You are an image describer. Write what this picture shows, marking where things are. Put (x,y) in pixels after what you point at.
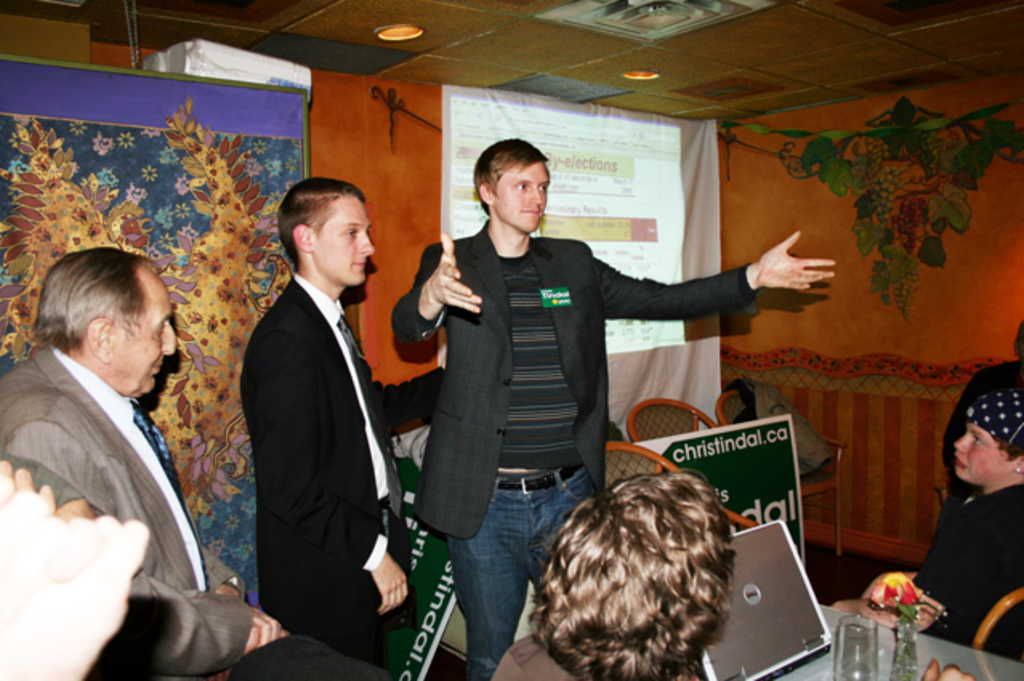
In this picture, we can see a few people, and we can see table (969,660) and some objects (805,633) on the table (834,619), like bottles (909,636), glass (876,634), and we can see chairs (738,514), posters (747,481) with some text (689,456) on it, we can see the wall (365,144) with some design (181,158), and some objects (147,165) attached to it, we can see screen (473,226) and the roof (707,40) with lights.
